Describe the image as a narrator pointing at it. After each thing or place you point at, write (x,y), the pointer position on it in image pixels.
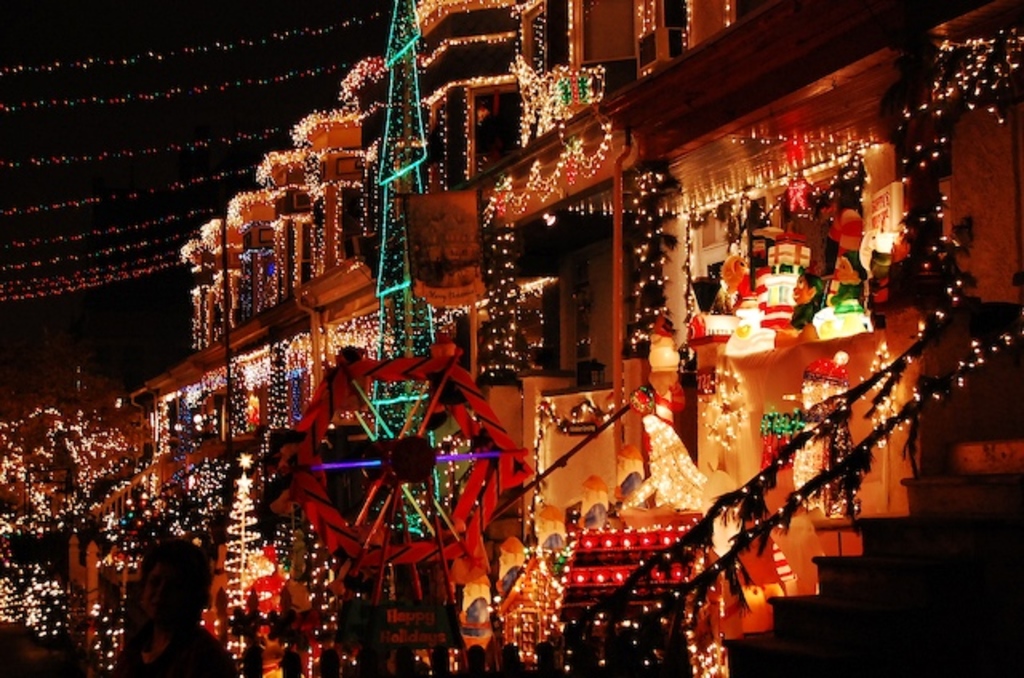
In this image we can see a building (530,410), here are the lights (428,130), here is the Christmas tree (417,173), here is the staircase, at above here is the sky (50,241).
